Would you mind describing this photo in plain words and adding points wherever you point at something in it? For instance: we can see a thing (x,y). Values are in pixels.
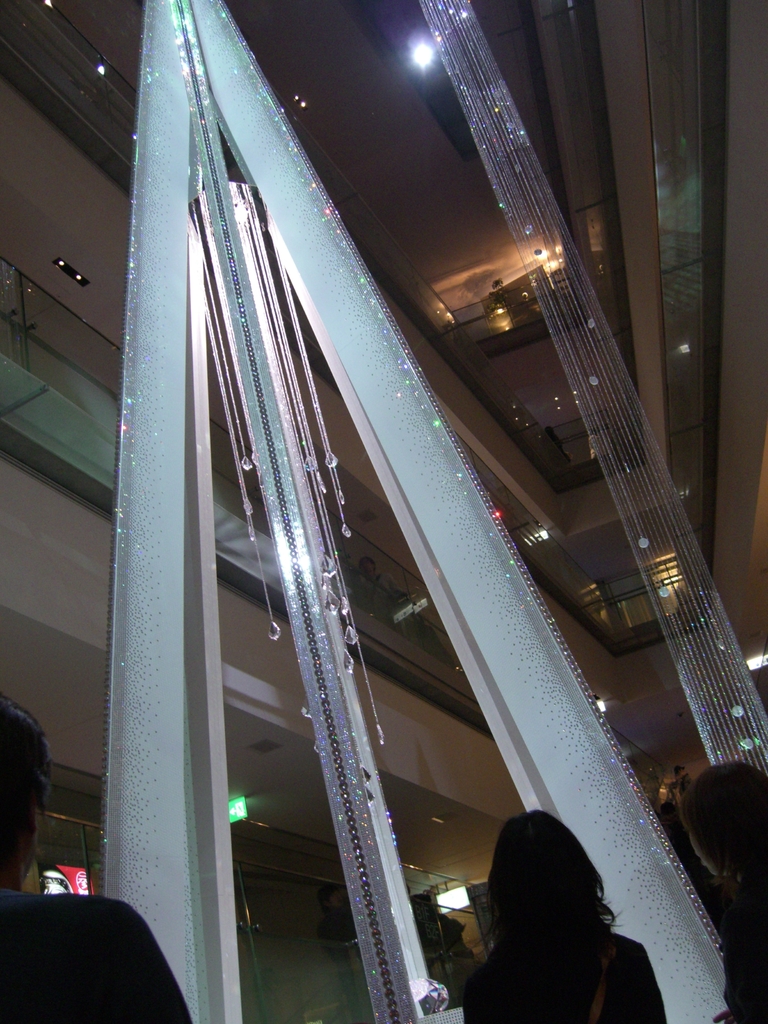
In this picture we can see three persons (743,927) at the bottom (741,916), it looks like an inside view of a building (490,264), there are glasses (670,282) and lights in the background (258,546).
